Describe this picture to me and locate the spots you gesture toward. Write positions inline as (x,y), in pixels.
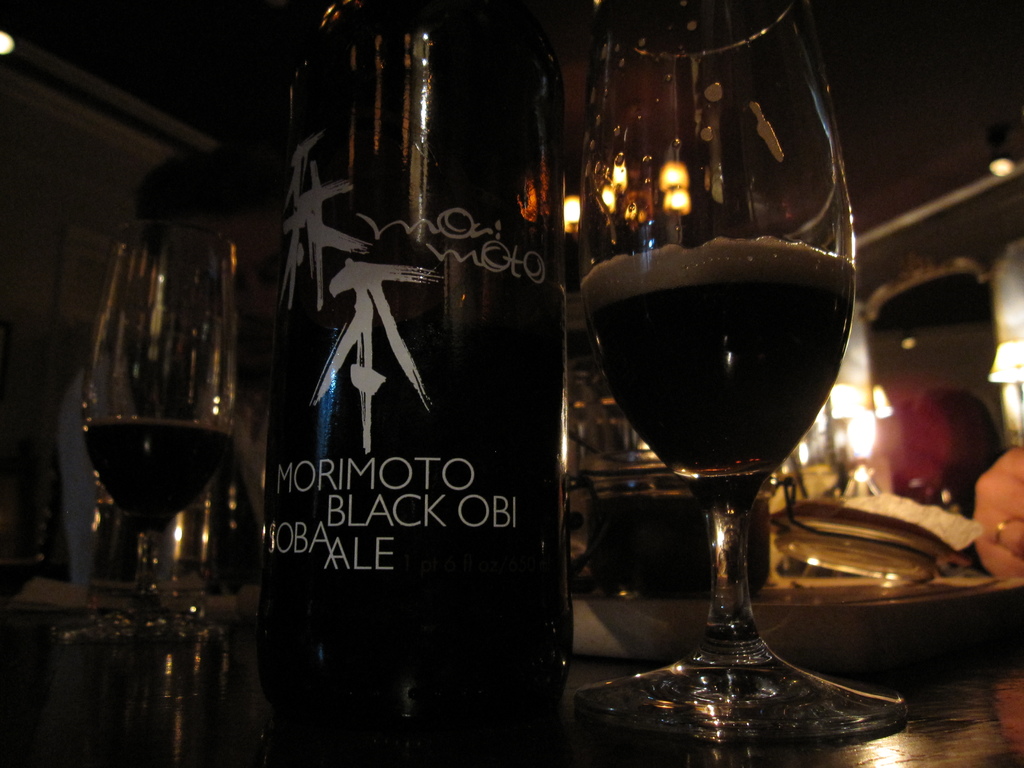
In this image I can see the black colored table (911,712) and on it I can see a black colored bottle (477,374), two glasses (651,329) with liquid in them and few other objects (772,567). I can see the blurry background (928,411) in which I can see the ceiling (896,76), a light (993,168) and few other objects (825,437).
